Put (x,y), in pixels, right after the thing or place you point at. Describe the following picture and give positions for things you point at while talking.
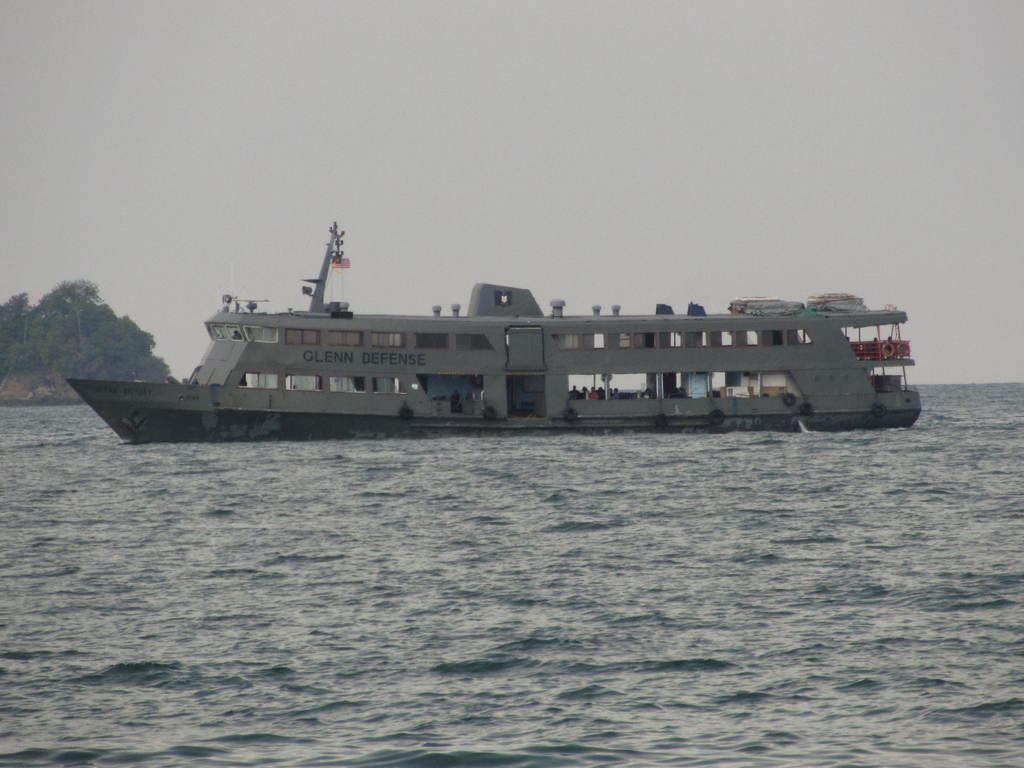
There is ship (526,357) in the water (540,677), these are trees (94,346) and a sky (562,122).
